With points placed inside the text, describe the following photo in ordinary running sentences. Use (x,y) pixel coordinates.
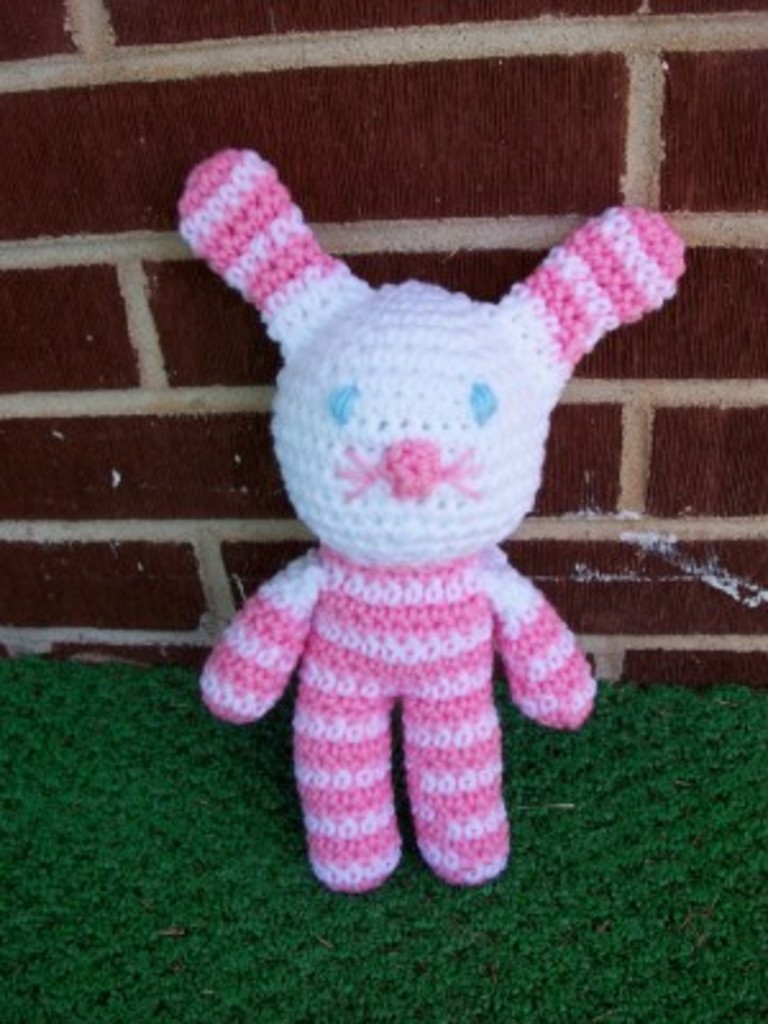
This is a toy (350,510), that is green color mat (224,876), this is wall (406,231).
